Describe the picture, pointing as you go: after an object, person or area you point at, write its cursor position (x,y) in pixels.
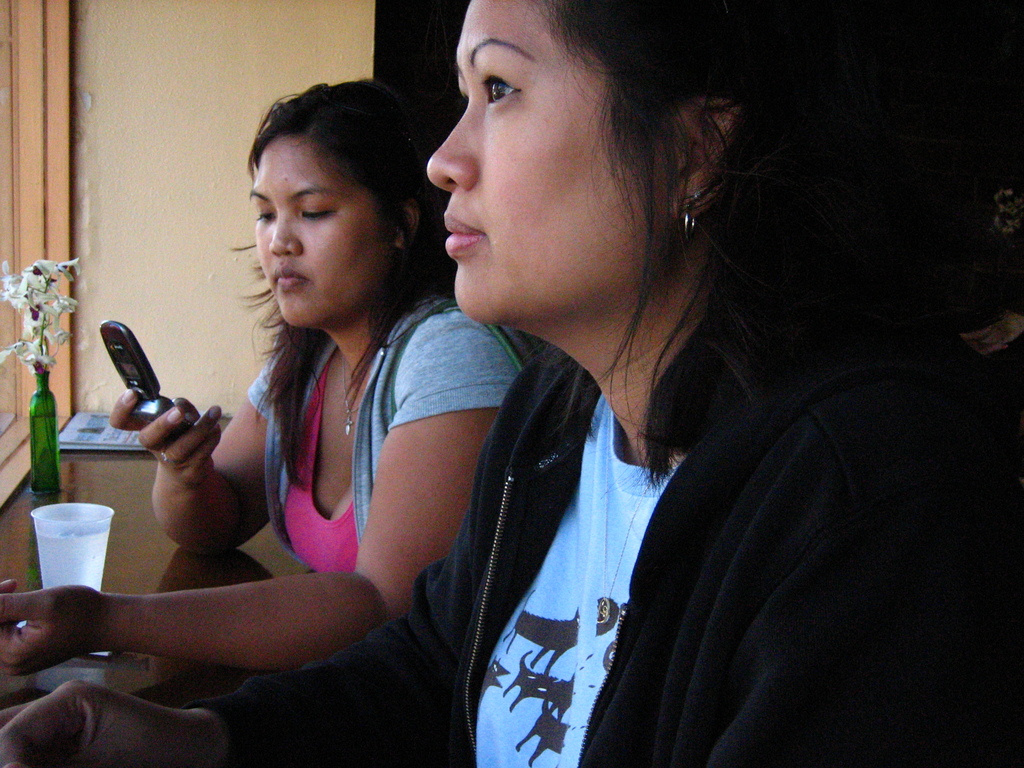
In the foreground of this image (498,535), there are two women (447,494) and a woman (295,302) is holding a mobile (141,404). On the left (74,529), there is a glass (95,538), flower vase (43,387) and a book (90,434) on the surface (144,498) and it seems like near a window (34,163) and the background (947,106) image is dark.
